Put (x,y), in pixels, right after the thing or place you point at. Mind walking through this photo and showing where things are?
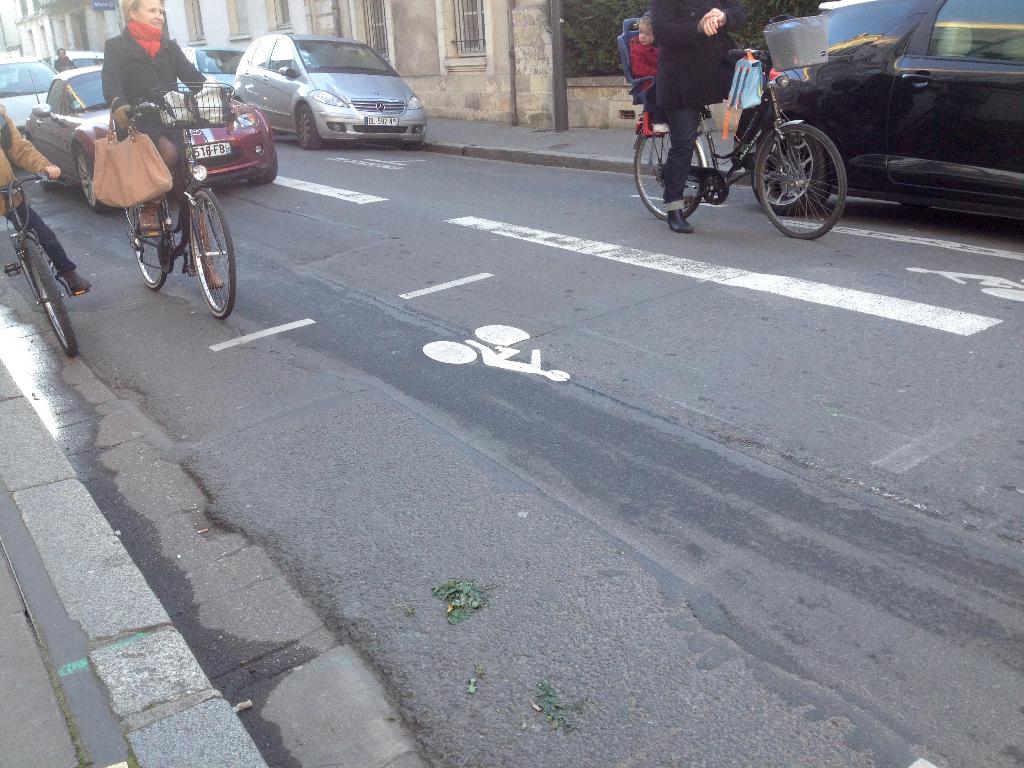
In this picture we can see three persons (5,178) carrying bags (111,155) on bicycle (14,187) and riding it on road (449,356) and we can see cars (260,115) on same road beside to it foot path (625,139), building (436,40) with windows (471,41).
